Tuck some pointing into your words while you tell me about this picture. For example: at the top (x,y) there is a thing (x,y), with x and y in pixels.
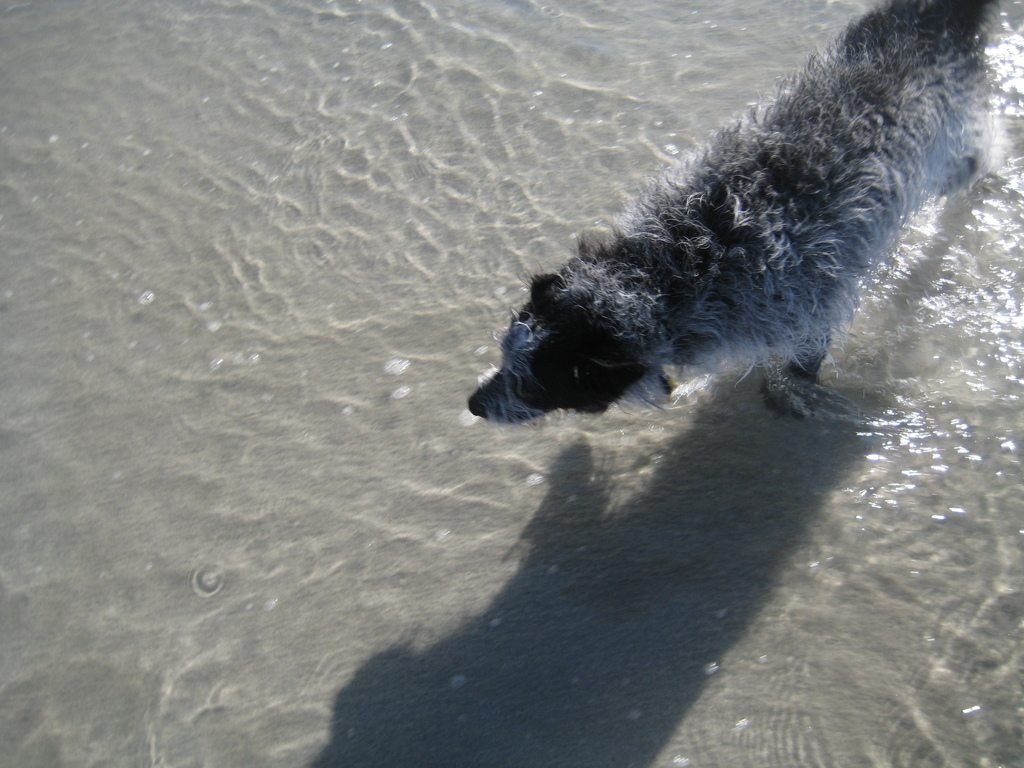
In the foreground of this picture (538,303), there is a dog (861,267) walking in the water (877,364) and we can also see the shadow (540,661) of the dog (836,223).
